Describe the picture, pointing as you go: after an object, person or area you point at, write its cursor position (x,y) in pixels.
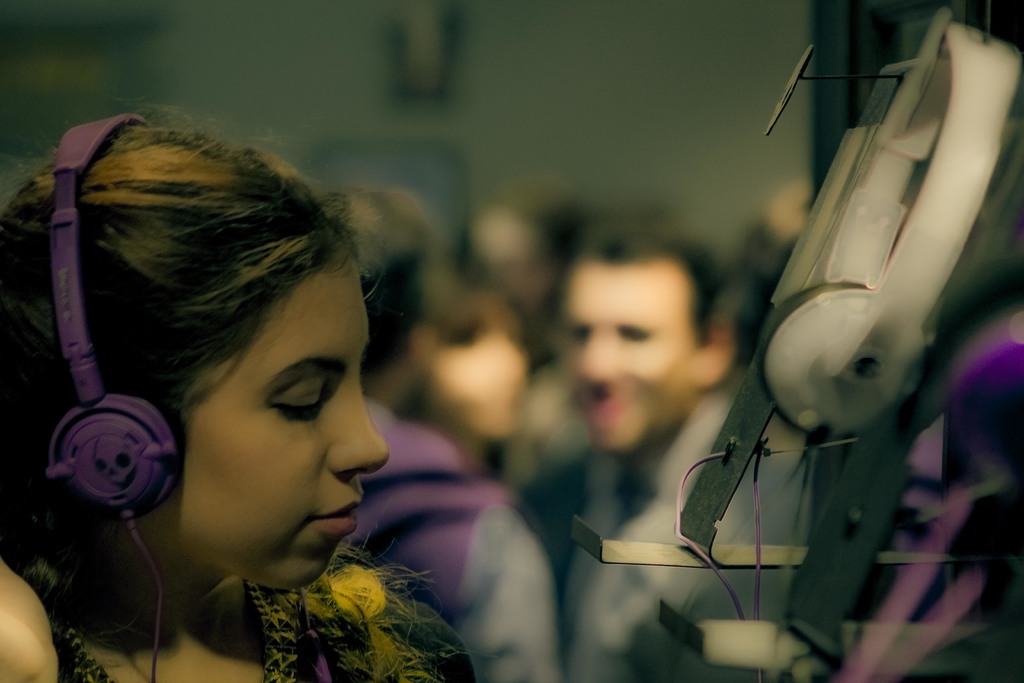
In this image, we can see a woman (269,561), she is wearing the headphone (136,501), in the background (457,495) we can see some people (435,401) standing.
